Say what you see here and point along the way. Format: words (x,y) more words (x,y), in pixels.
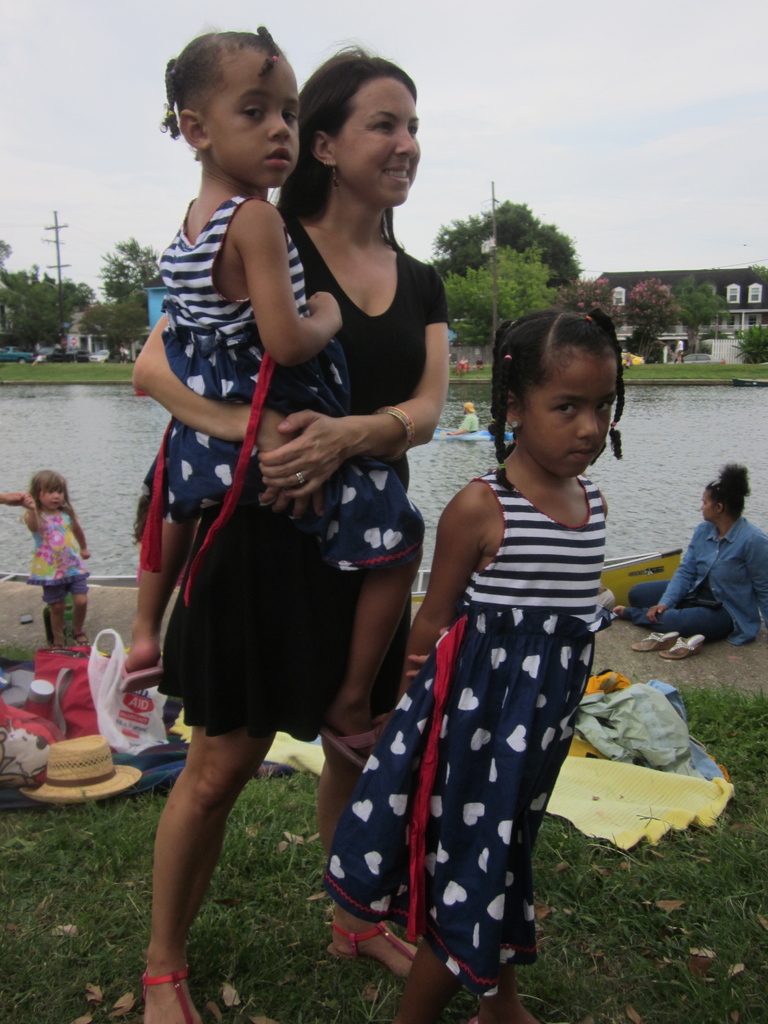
In this picture we can observe a woman (337,445) standing on the ground (286,827). There are two girls (253,445). The woman (373,181) is holding one of the girls (235,441) and the other is standing on the ground (245,962). We can observe some grass (115,897) on the ground (681,895). There are some bags (60,694) and a hat (76,766) placed on the ground (645,852). In the background (122,511) we can observe a pond (52,443). There are some trees (504,299) and a building (624,302). In the background (534,116) we can observe a sky (106,145).
